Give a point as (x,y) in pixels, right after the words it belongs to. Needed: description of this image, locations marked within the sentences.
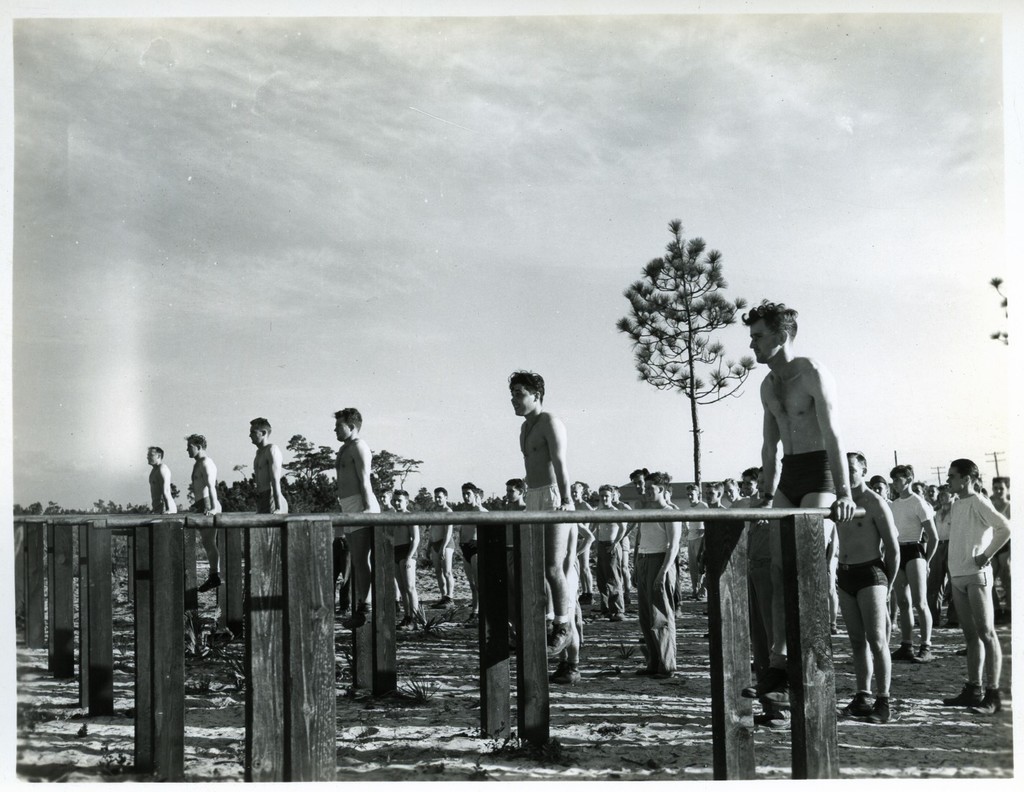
In this picture we can see group of persons (828,376) who are holding this wooden poles (377,540). On the background (703,562) we can see another group (848,573) who are standing on the ground (892,684). Here we can see a tree (721,351). On the top (783,173) we can see sky (592,120) and clouds (543,123). On the right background we can see electric poles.
